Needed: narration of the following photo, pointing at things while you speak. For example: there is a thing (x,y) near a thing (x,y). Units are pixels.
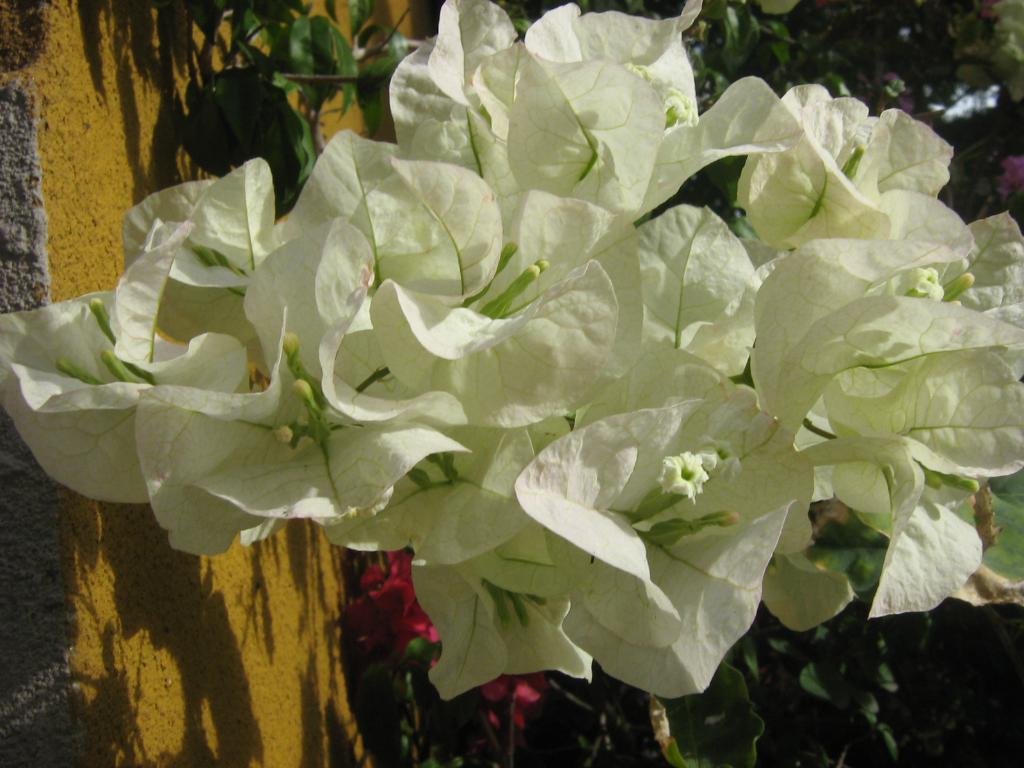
In front of the image there are flowers (348,391). Behind the flowers (662,72) there are plants (309,64) with leaves (379,126) and flowers (383,644).
